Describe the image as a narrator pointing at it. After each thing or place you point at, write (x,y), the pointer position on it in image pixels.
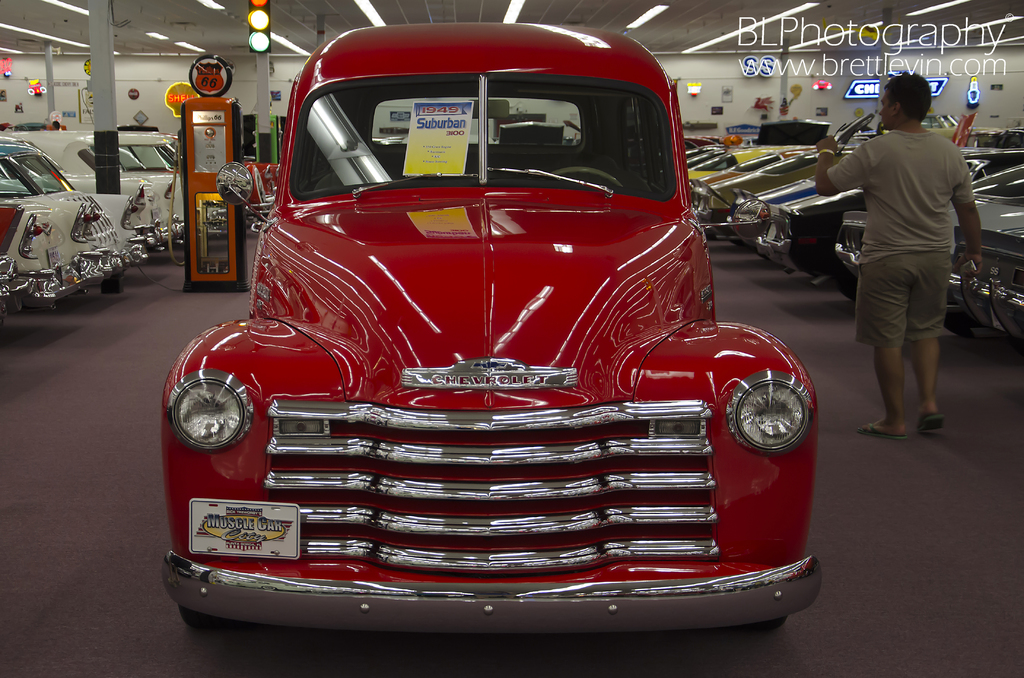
In the center of the image (442,263) there is a red car (396,182). On both right and left side of the image (17,153) there are cars (815,198). On the right side of the image (931,208) there is a person (901,355) walking on the mat (854,466). On the left side of the image (187,150) there is machine (207,191). In the background of the image (257,18) there are traffic lights (266,34). There are some objects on the wall (130,85). On top of the image (187,48) there are lights (927,9). There is some text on the top right side of the image (990,57).
